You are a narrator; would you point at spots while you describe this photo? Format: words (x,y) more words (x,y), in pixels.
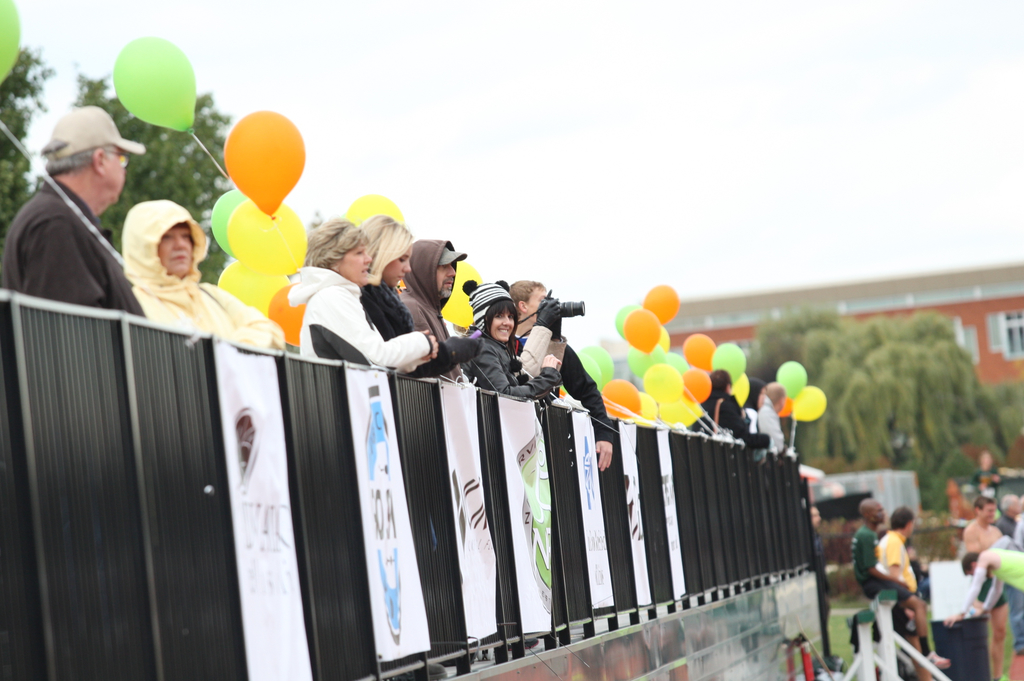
In this picture I can see many people (17,253) who are standing behind this black fencing (771,571). Beside them I can see yellow, orange and green color balloons (709,390). In the center (561,356) there is a person (522,286) who is holding a camera (565,302). In the bottom right (1017,563) I can see some persons (1001,571) who are standing near to the table (940,580). Beside them I can see the grass (836,630) and pole (884,670). In the background (922,305) I can see the trees (848,405), building (1015,376), shed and other objects (948,592). At the top (568,102) I can see the sky (551,103) and clouds (533,75).
